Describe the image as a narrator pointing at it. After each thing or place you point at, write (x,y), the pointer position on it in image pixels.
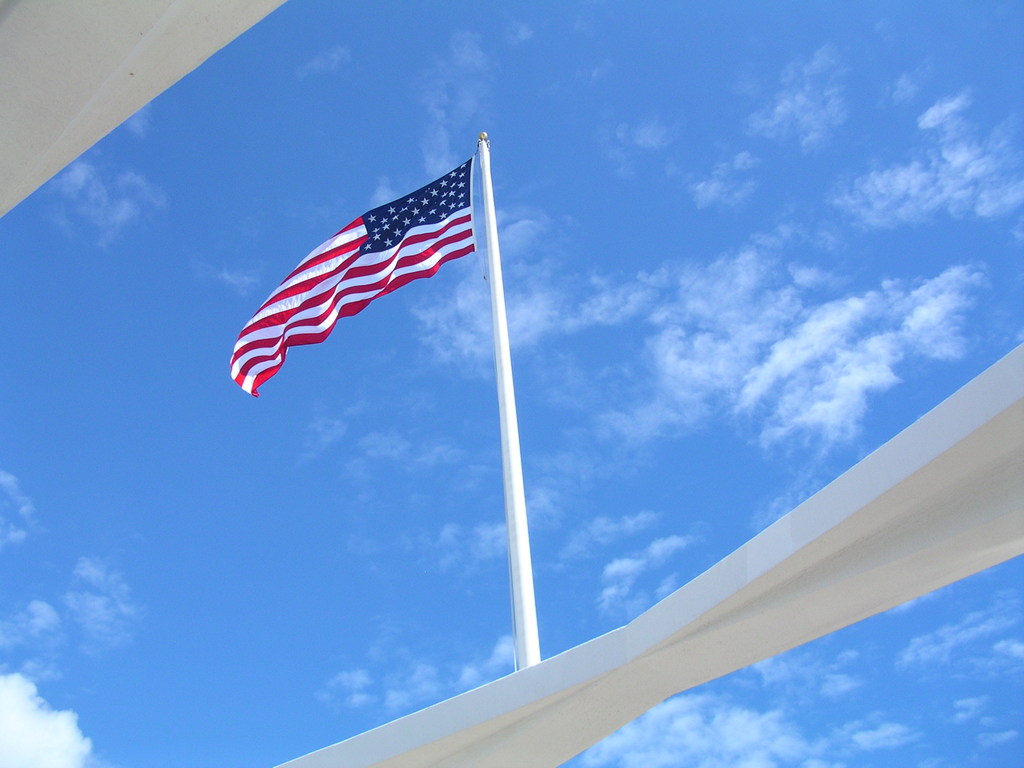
This picture is clicked outside. In the center (361,289) there is a flag (395,247) attached to the pole (524,628) and there are some white color objects (110,66). In the background (639,242) there is a sky (485,431) with some clouds (14,720).
